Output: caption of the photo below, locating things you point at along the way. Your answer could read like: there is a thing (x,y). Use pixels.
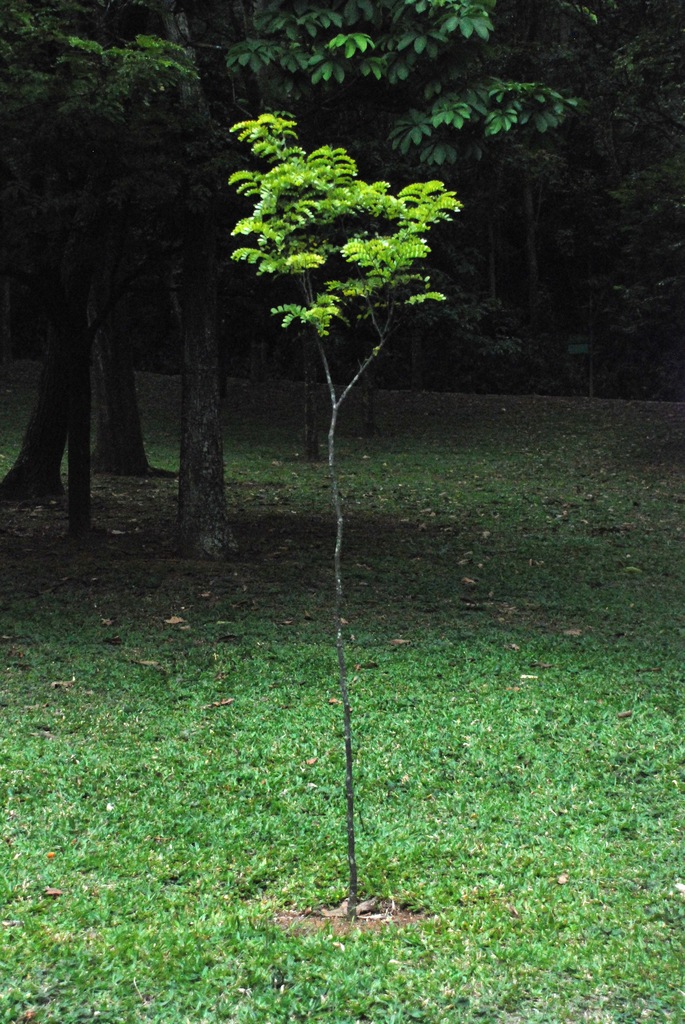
In this image we can trees (1,56), a plant (313,316), and the grass (317,629), also we can see some leaves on the ground (470,524).
